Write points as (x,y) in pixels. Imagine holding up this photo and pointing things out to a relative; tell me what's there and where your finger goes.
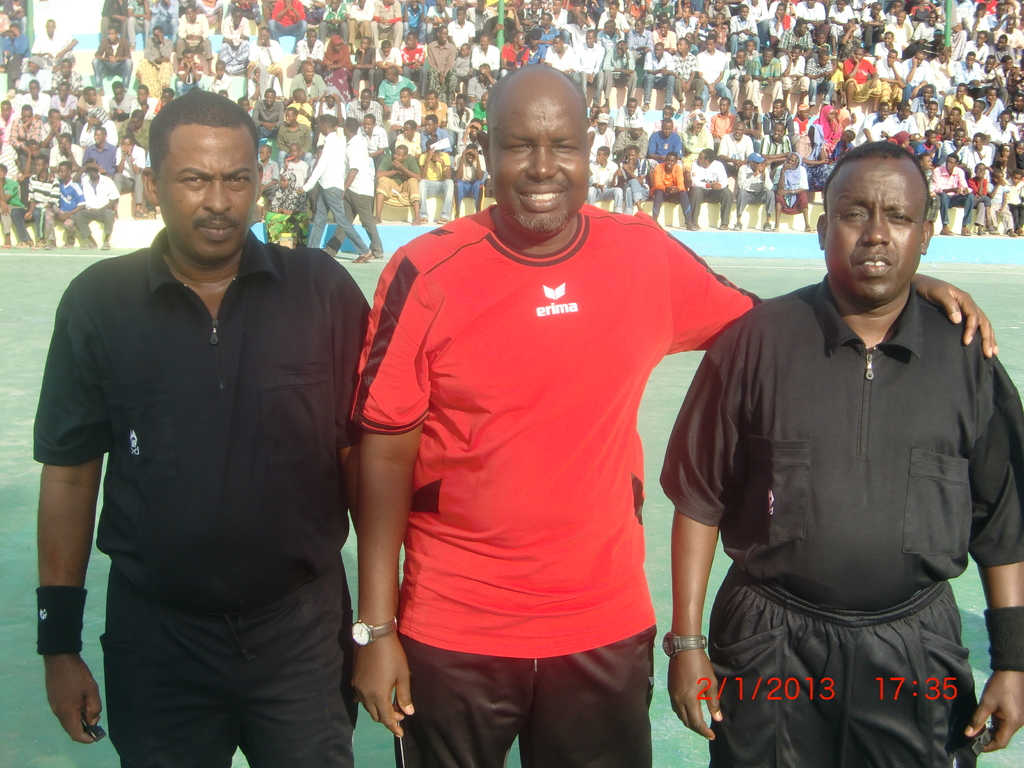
In the picture I can see a group of people (465,330) among them some are standing on the ground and some are sitting. On the bottom right corner of the image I can see a watermark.
